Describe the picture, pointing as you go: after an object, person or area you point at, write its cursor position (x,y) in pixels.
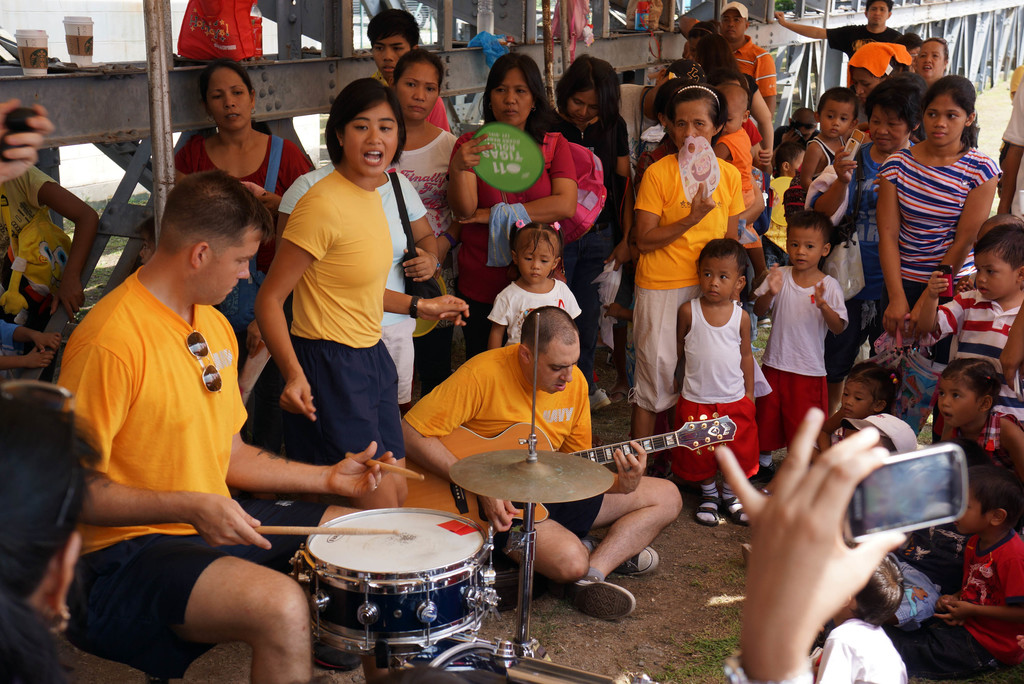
in this picture a man (236,380) is sitting on a chair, he is playing musical drums (395,560) he is wearing an yellow t-shirt (200,472). here is a man (550,387) sitting on a ground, playing a guitar (626,451), and there are group of people (326,165) standing. and here is a person (804,563) taking a video on a phone (888,514).
